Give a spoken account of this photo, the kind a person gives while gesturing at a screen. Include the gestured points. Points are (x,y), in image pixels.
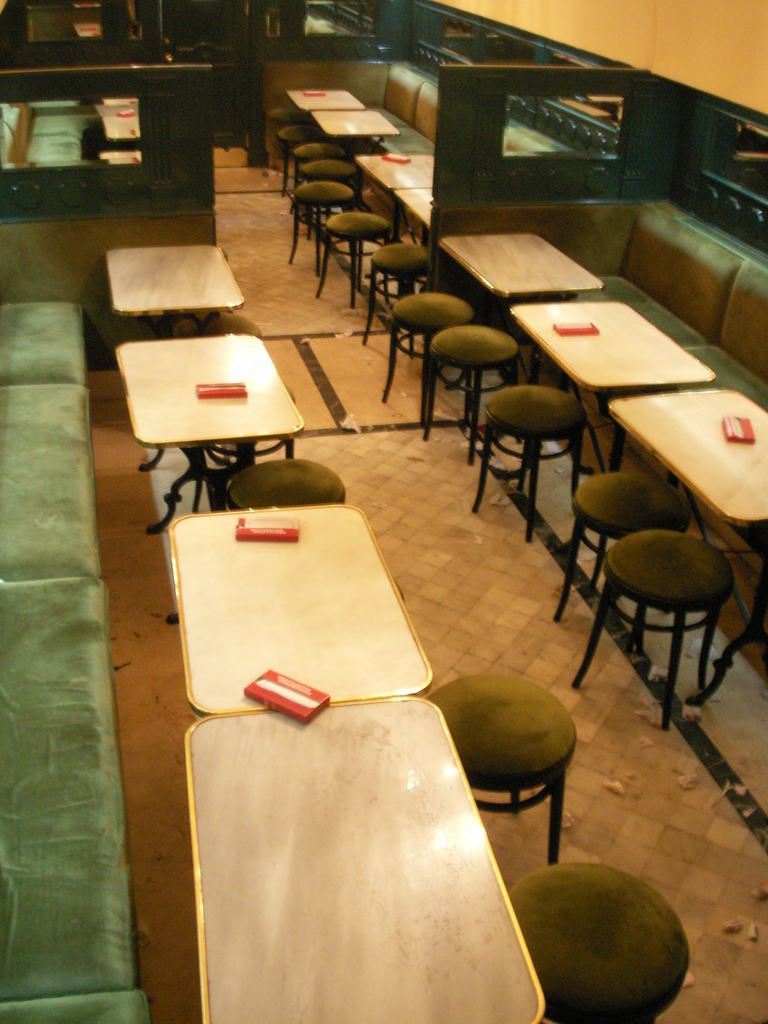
Here we can see chairs (516,718), some objects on tables (631,363), sofas (715,338) and wall (674,51).
